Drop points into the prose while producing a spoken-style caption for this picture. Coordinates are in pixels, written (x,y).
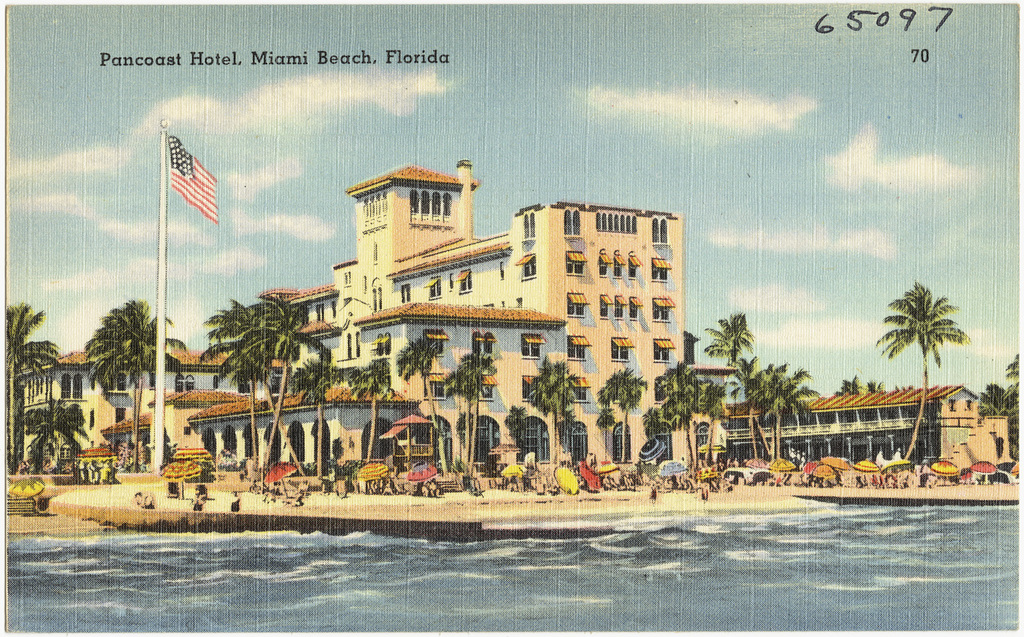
In this image we can see a photo. In this image we can see buildings (531,346), flag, trees (40,425), umbrellas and other objects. At the top of the image (497,142) there is the sky (877,91). At the bottom of the image (585,578) there is water (665,579). On the image there are some text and numbers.
